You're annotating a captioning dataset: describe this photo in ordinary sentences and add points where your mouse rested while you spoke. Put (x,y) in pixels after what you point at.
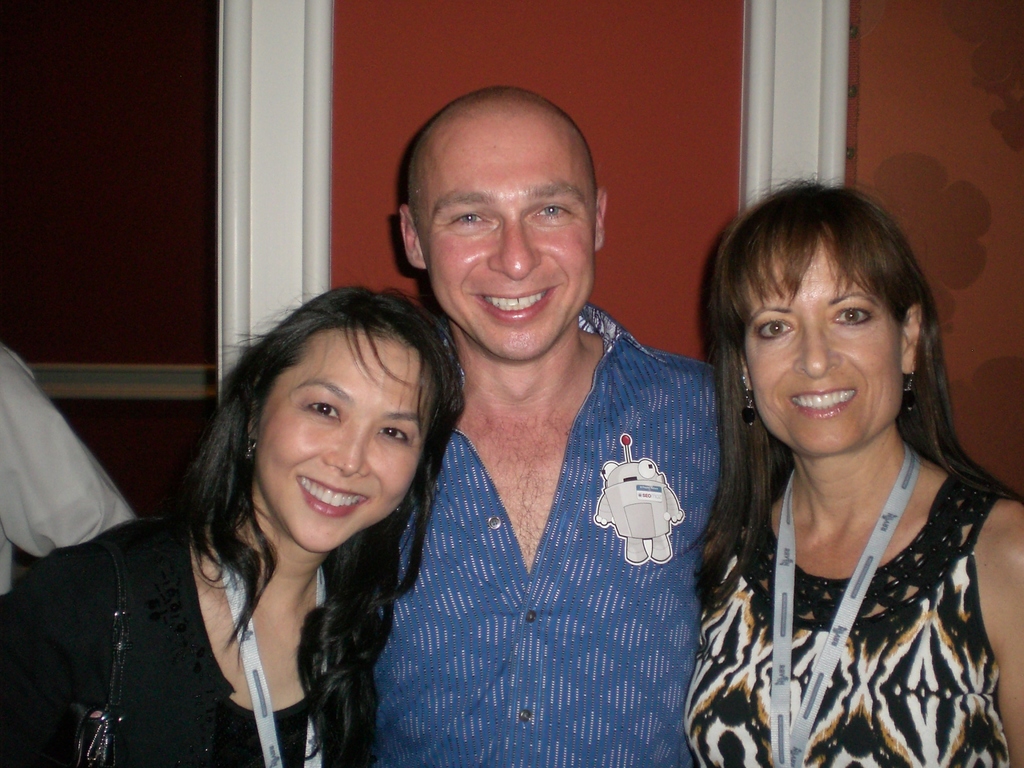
In this picture I can see a man (543,502) and two women (913,502) are smiling and standing together. In the background (606,13) I can see wall (571,62).
